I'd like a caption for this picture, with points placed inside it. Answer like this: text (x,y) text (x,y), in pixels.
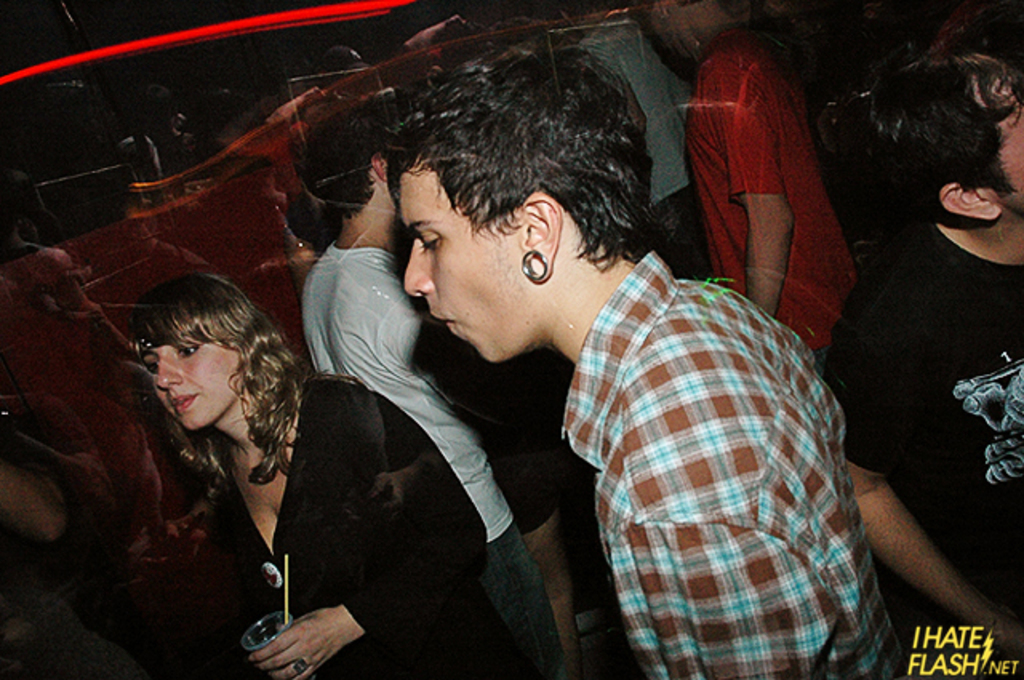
In this image there are people (659,358). The lady (313,611) standing on the left (337,614) is holding a glass (252,632). There is a light (279,21).
